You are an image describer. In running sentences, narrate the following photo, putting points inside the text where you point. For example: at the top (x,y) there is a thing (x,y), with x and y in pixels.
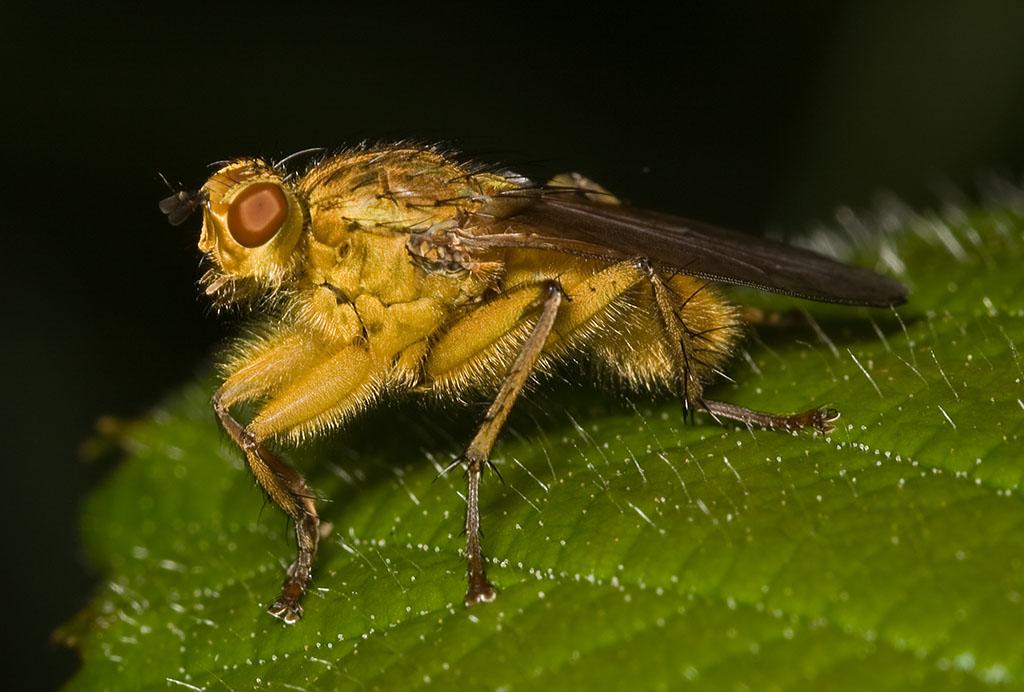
In this image there is an insect (302,397) on a leaf (265,669), in the background (843,122) it is dark.
